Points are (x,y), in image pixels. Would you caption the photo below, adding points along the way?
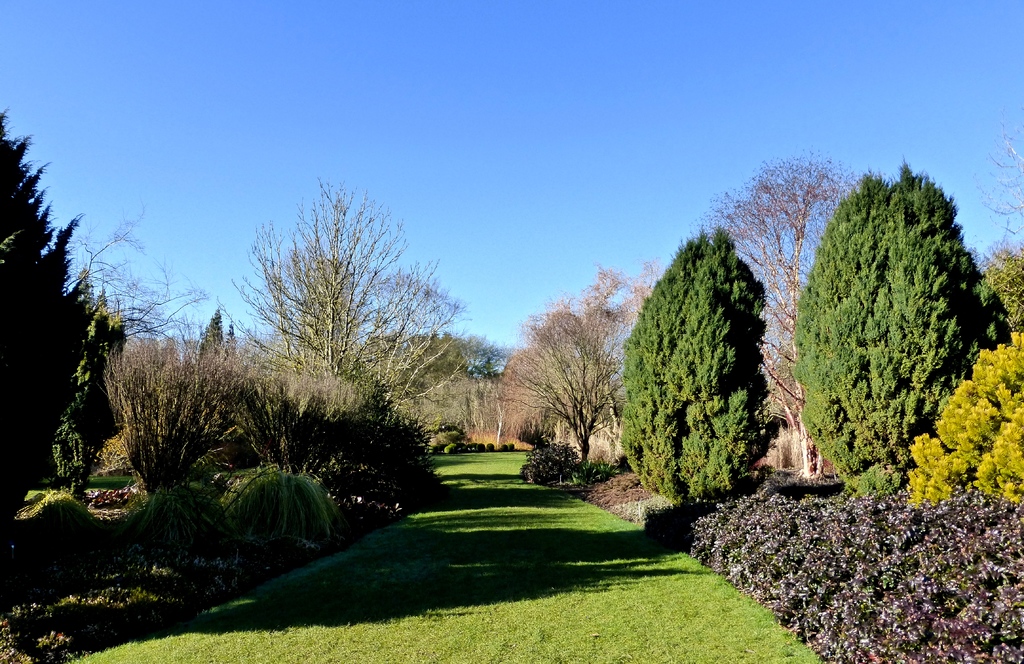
In the image we can see there is a ground (510,584) covered with grass (615,560) and there are plants (597,437) and bushes (190,508) on both the sides. There are lot of trees (616,316) and there is a clear sky (423,241).
